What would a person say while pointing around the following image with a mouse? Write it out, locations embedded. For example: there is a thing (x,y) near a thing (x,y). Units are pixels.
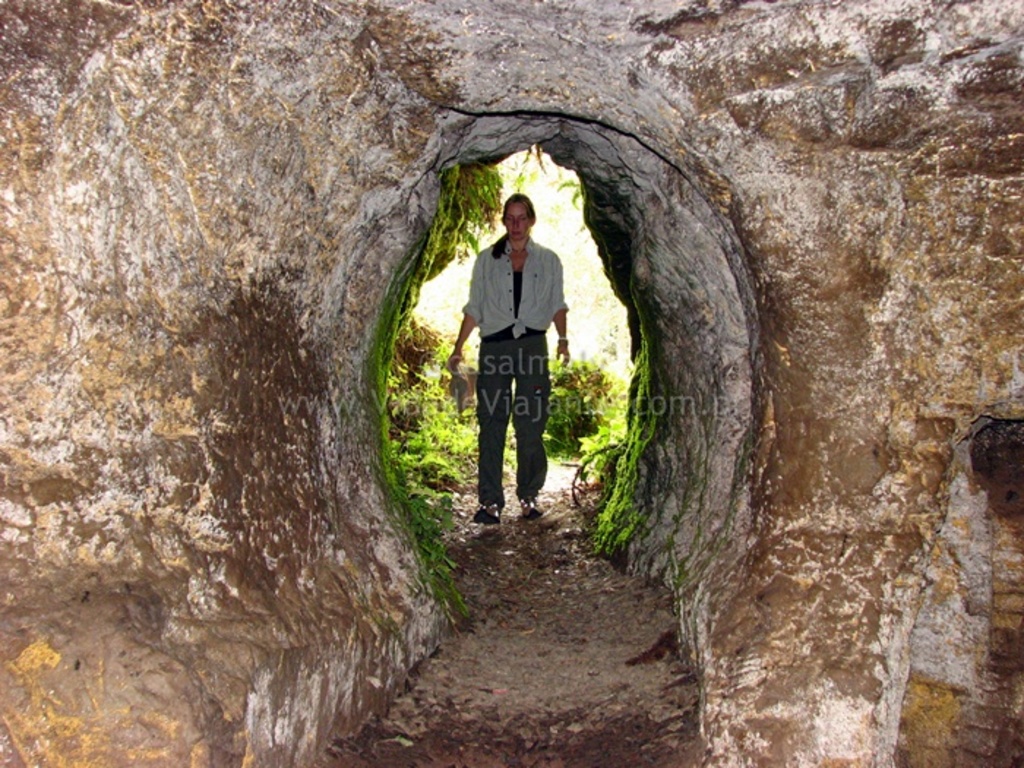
As we can see in the image there is a cave (325,184), a woman (501,398) standing over here and plants (431,401).
